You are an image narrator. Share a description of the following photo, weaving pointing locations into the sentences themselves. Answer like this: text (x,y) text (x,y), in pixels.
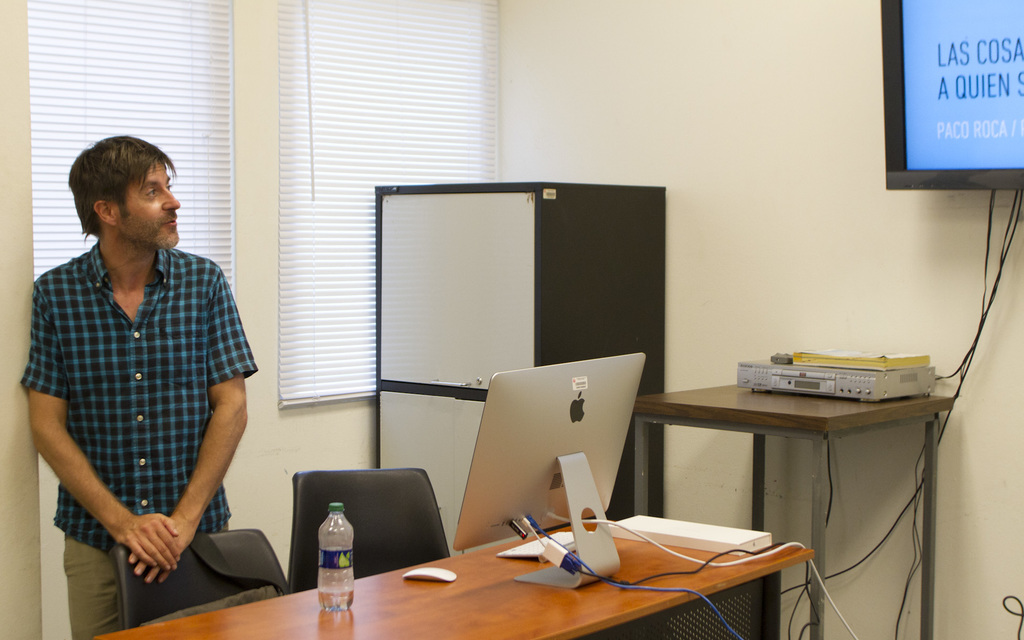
A man (113,358) is standing on a left side (104,373). In this there are chairs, tables (443,604), cupboard (531,262). On the table (491,602) there is a computer (546,463), mouse (437,574), and keyboard (513,554) also a bottle (343,554). Also in another table (778,405) there is a receiver (787,371). On the wall (820,131) there is a screen (900,89), curtains (385,94).
